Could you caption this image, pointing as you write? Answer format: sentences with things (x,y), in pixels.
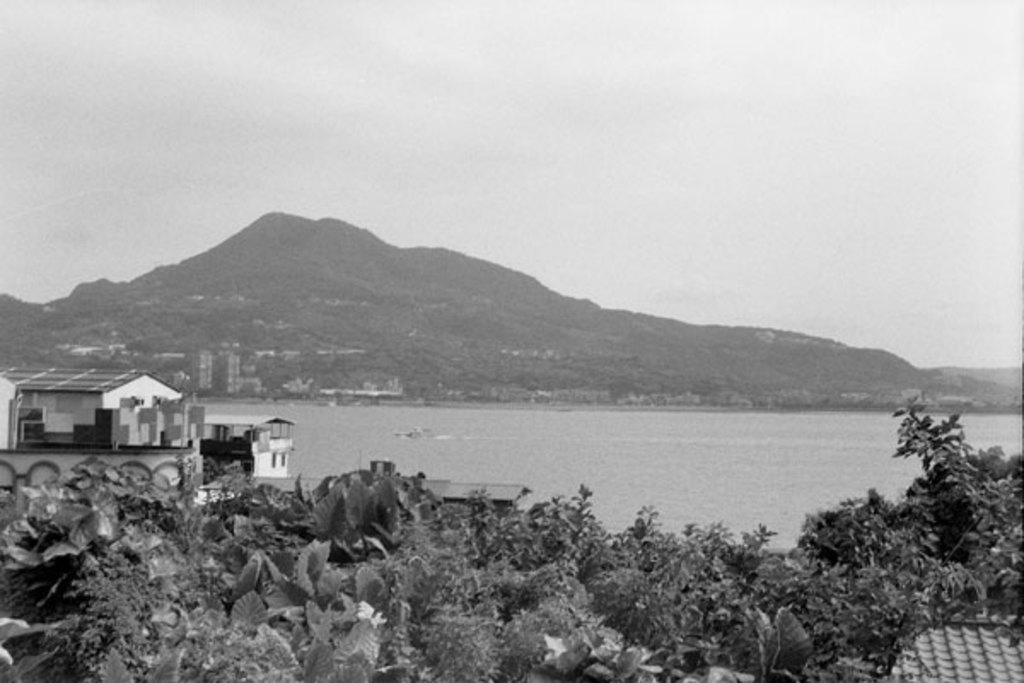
At the bottom of the image (631,601) there are many trees (509,526). Behind the trees (320,527) to the left side (143,424) there are buildings (121,438) with roofs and walls (277,448). Behind the houses (282,433) there is water (536,421). Behind the water (332,449) there are hills (234,287). And to the top of the image (349,168) there is a sky (424,183).
